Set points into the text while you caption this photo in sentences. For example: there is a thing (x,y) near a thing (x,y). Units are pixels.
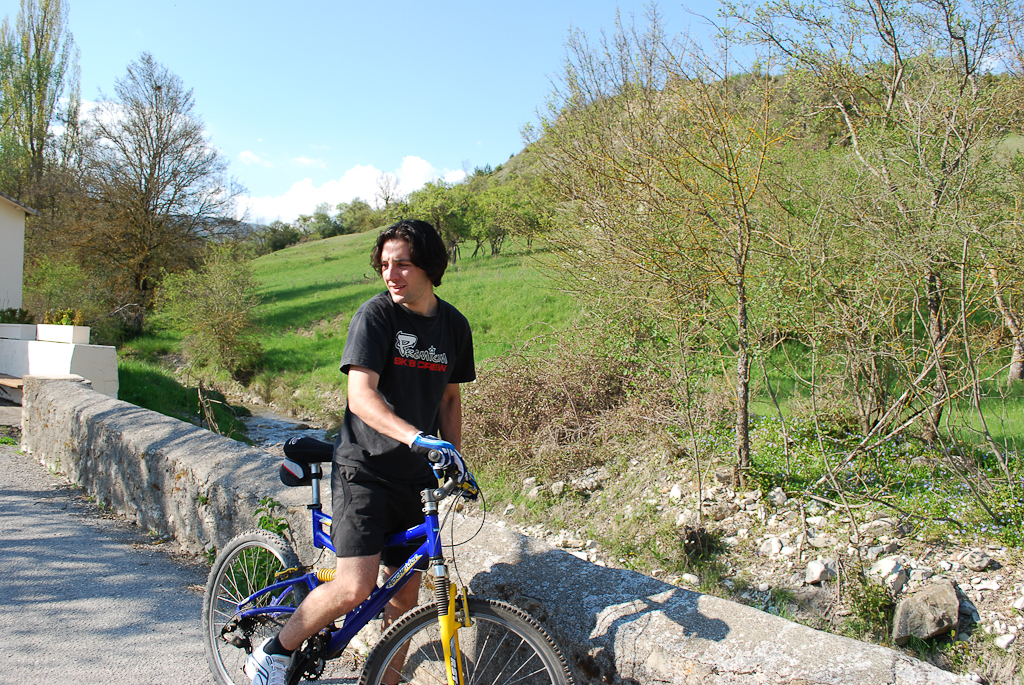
This is a picture taken in the outdoors. It is sunny. The man (363,390) in black t shirt (417,393) holding the bicycle (395,583). Background of this man (376,367) is tree (175,295), sky (304,107) with clouds (344,188) and a wall (34,385).
